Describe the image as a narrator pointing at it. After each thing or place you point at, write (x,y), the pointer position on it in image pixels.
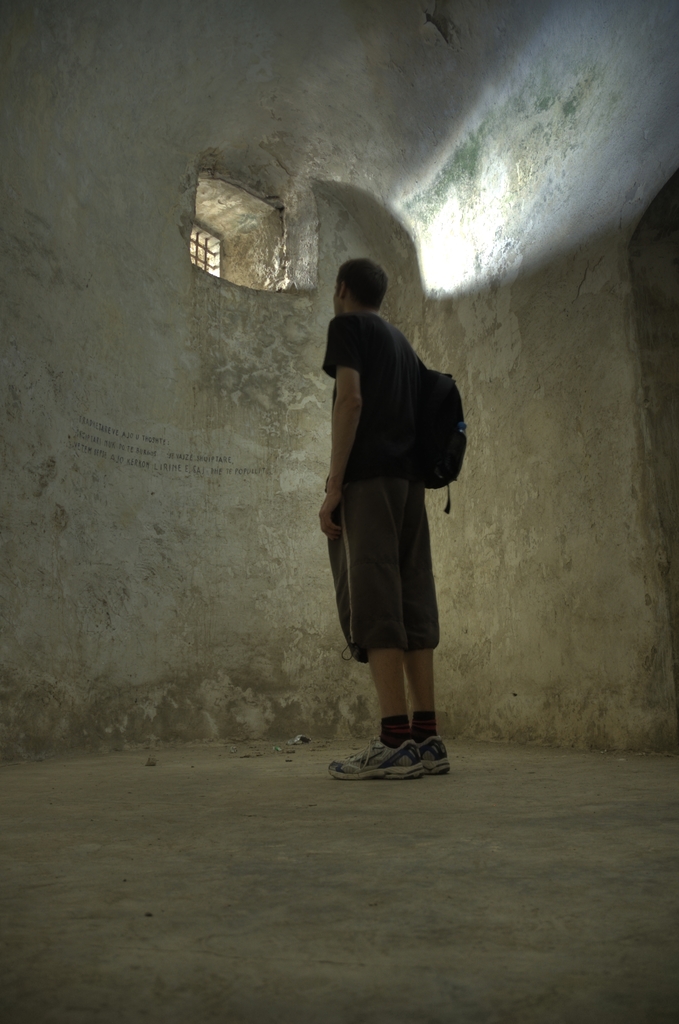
In this image I can see a person (389,485) wearing a black color t-shirt (348,364) and black color backpack (451,423) standing on the floor (204,840) and I can see the wall (641,244) and window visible in the middle (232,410).
